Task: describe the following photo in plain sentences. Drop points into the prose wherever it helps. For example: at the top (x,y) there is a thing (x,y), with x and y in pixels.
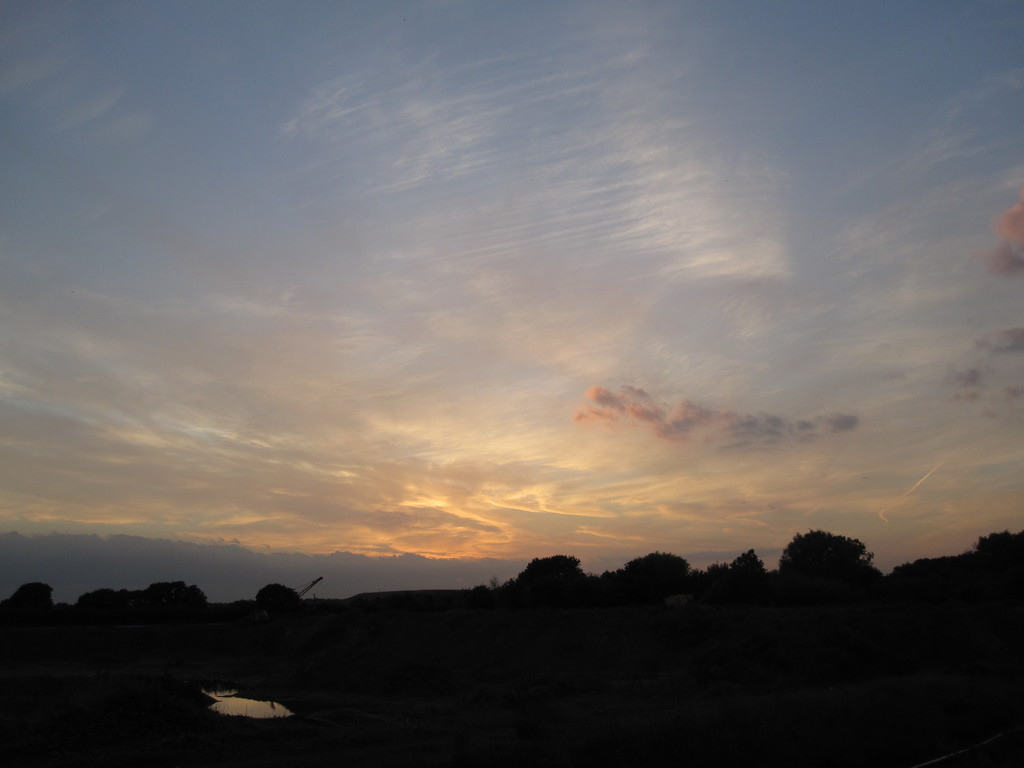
This picture consists of the sky (804,355) at the top (820,217), at the bottom (328,606) I can see trees (137,614) and this picture is taken during early morning.
